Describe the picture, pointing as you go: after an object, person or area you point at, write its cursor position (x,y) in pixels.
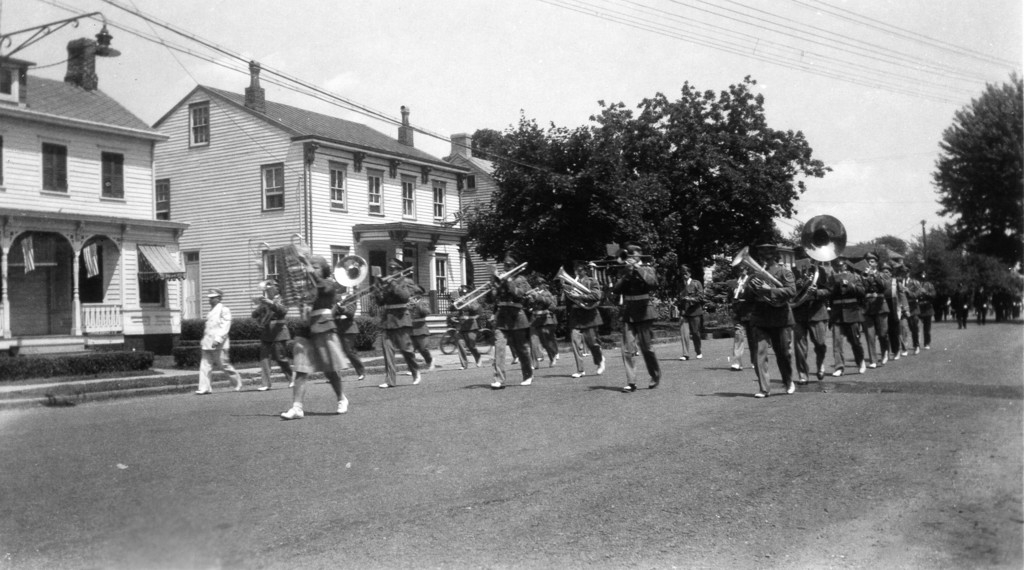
In this image I can see there are person (786,295) playing a musical instrument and walking. And beside them there are a building (218,213) and wires (525,163). At the back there are trees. And at the top (138,27) there is a sky (503,76).
